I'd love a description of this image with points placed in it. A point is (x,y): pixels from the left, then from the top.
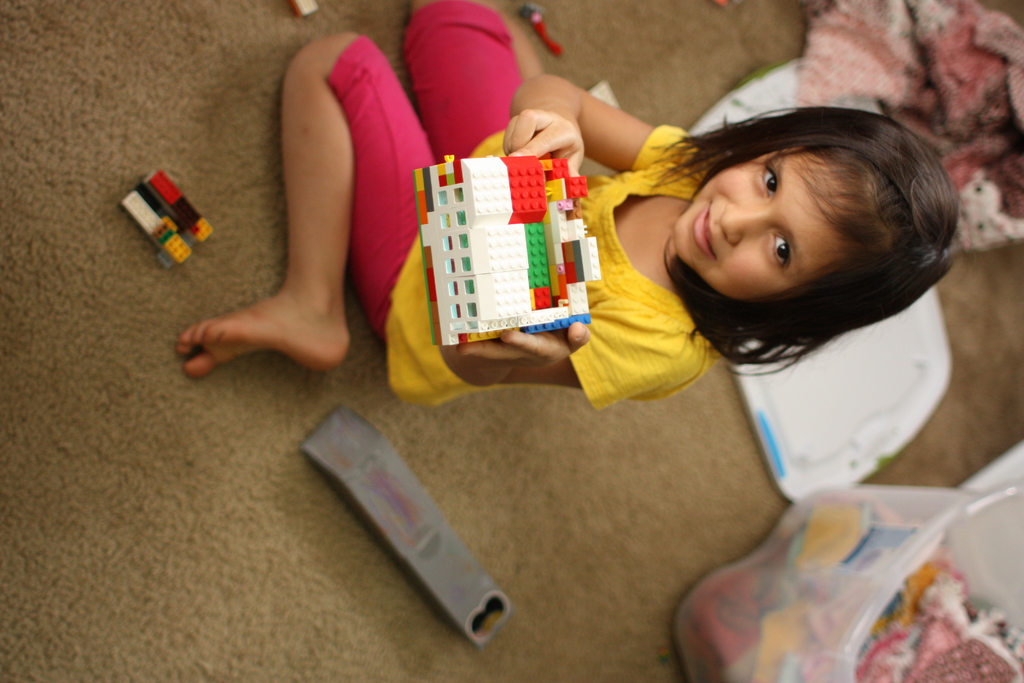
In this image I can see a girl (580,145) in yellow top (658,309), I can also see smile (696,227) on her face (706,235). I can see she is holding a toy (500,220).
